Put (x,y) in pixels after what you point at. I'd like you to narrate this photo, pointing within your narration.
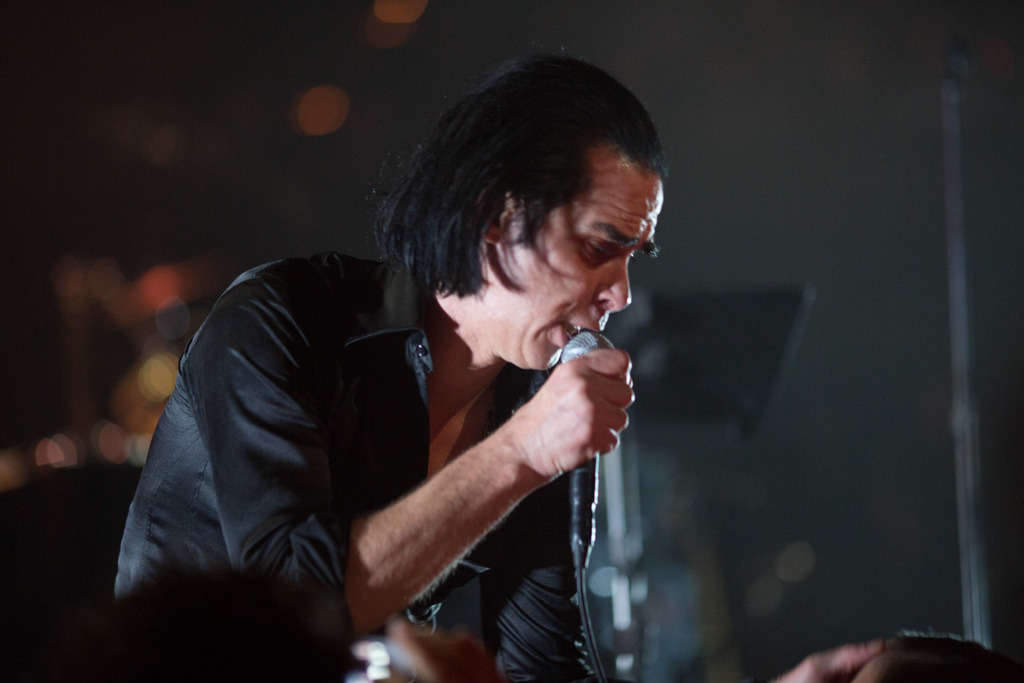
In this image I can see a person (584,407) holding the mic (574,551).
